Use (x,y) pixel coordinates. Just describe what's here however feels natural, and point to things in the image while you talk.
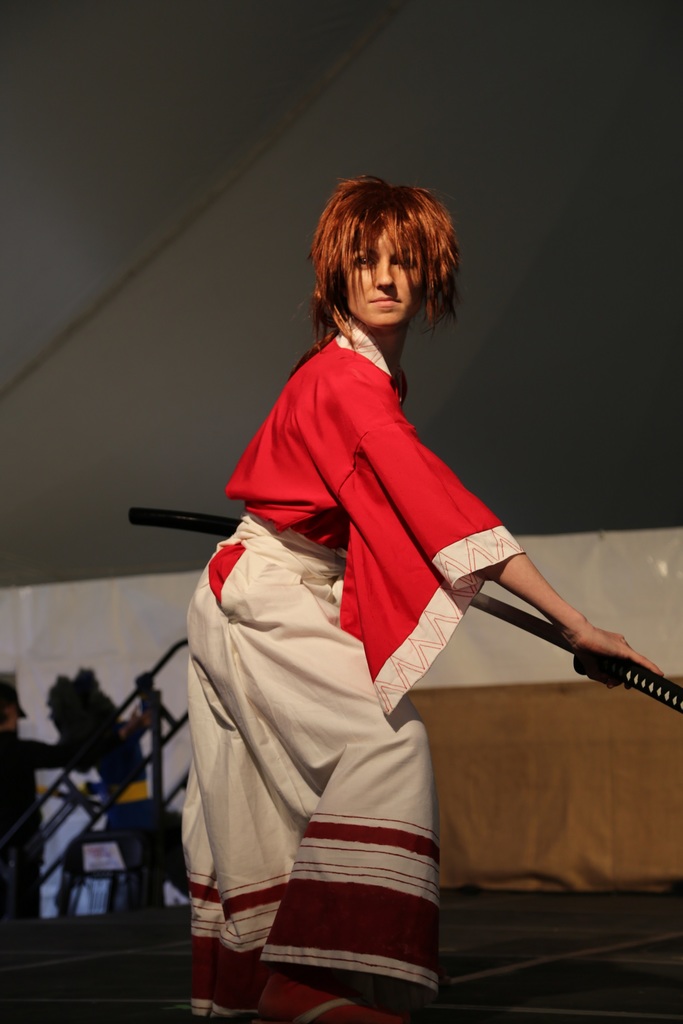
In this picture I can see a person (385,874) standing and holding an object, at the bottom left corner of the image (56,749) there is another person (0,714) standing, there are some objects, and in the background (89,237) it looks like a tent (510,230).
